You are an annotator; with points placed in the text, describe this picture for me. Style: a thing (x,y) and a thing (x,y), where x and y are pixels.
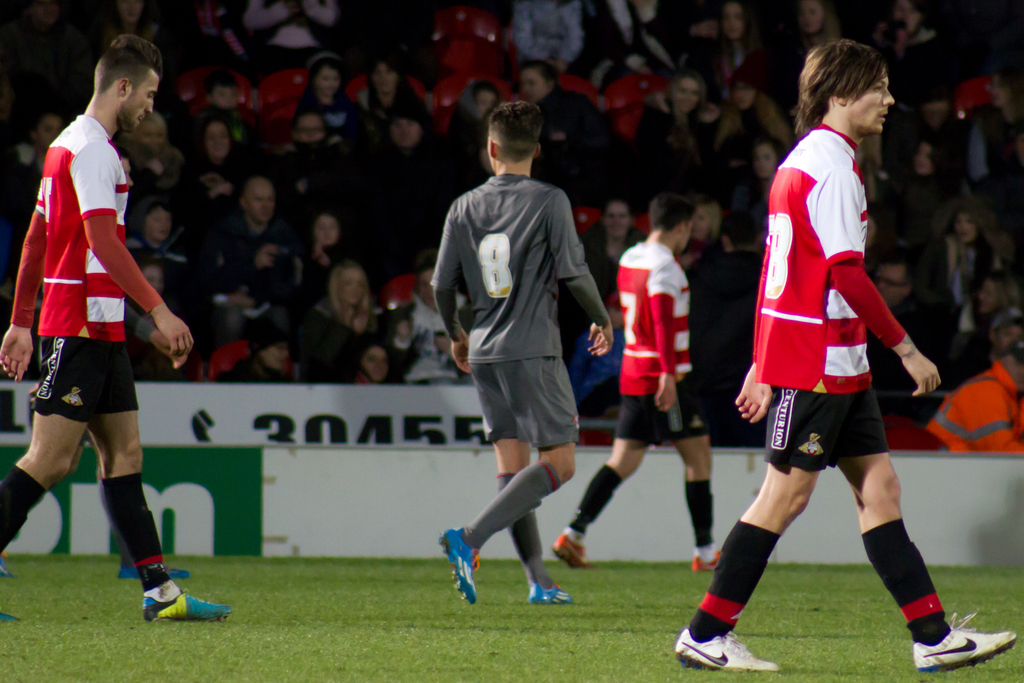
Here there are four men (124,396) walking on the ground (568,631). In the background (444,27) there are audience (279,8) sitting on the chairs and this is hoarding (405,476).
